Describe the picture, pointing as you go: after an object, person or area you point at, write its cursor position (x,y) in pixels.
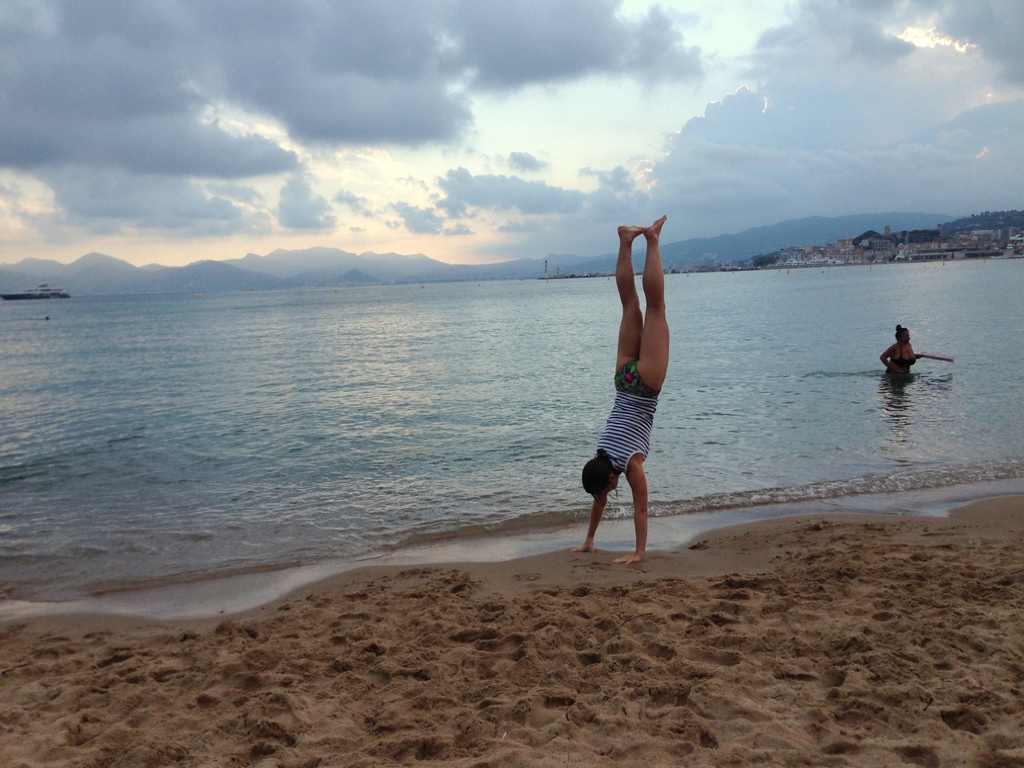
This image consists of a woman (624,380) doing exercise near the beach (600,648). At the bottom (434,683), there is sand (572,703). In the middle (531,454), there is water (880,392) in which a woman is swimming. At the top (460,133), there are clouds (394,128) in the sky (321,136). In the background (483,266), there are mountains (498,268).
